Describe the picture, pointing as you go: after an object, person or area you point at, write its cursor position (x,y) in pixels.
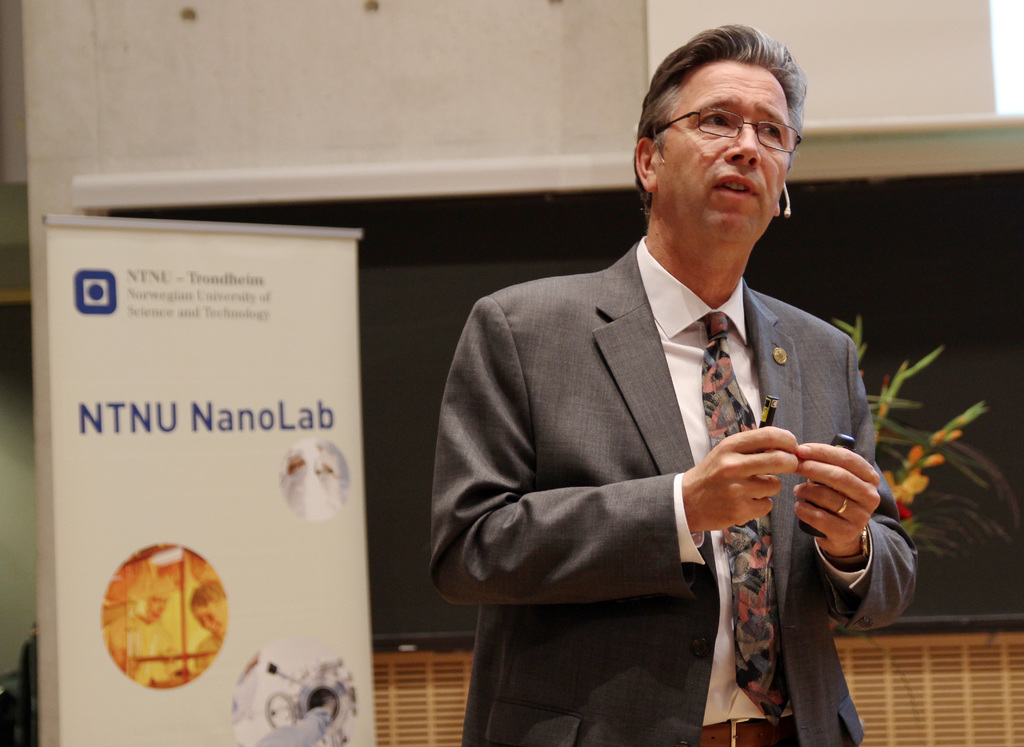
In this image we can see a person (720,242) wearing specs (725,113) and microphone (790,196). And he is holding something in the hand (828,498). And also wearing a watch (862,540). In the back (300,405) there is a banner (160,339) with something written. Also there are images (220,594) on that. In the background (935,463) there is a flower bouquet (897,455) and a wall (430,324).
